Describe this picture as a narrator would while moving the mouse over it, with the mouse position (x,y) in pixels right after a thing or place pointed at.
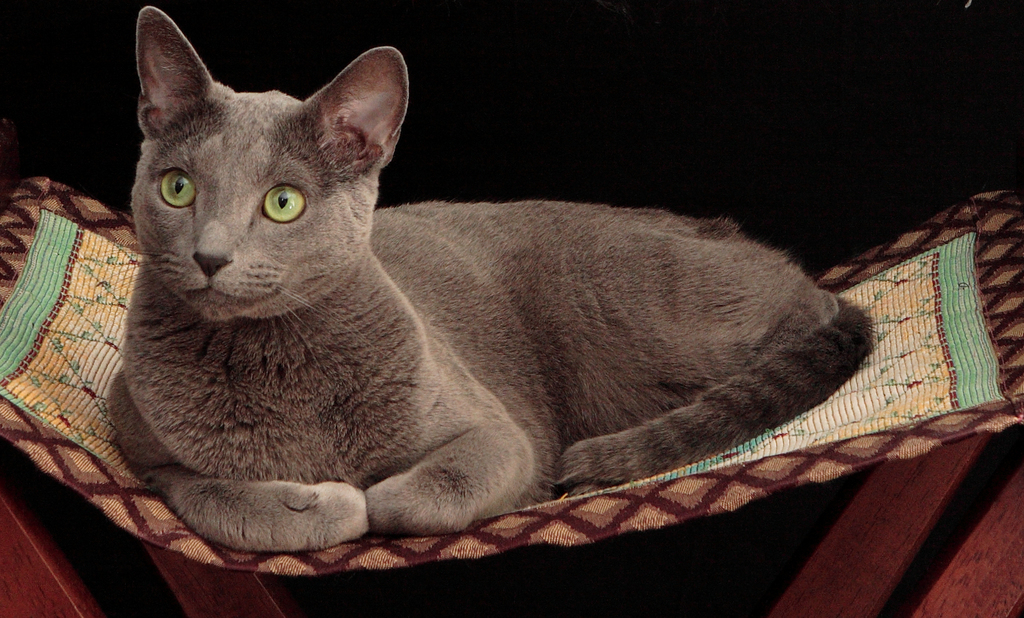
In this image a cat (323,346) is sitting on a cloth (763,454).
